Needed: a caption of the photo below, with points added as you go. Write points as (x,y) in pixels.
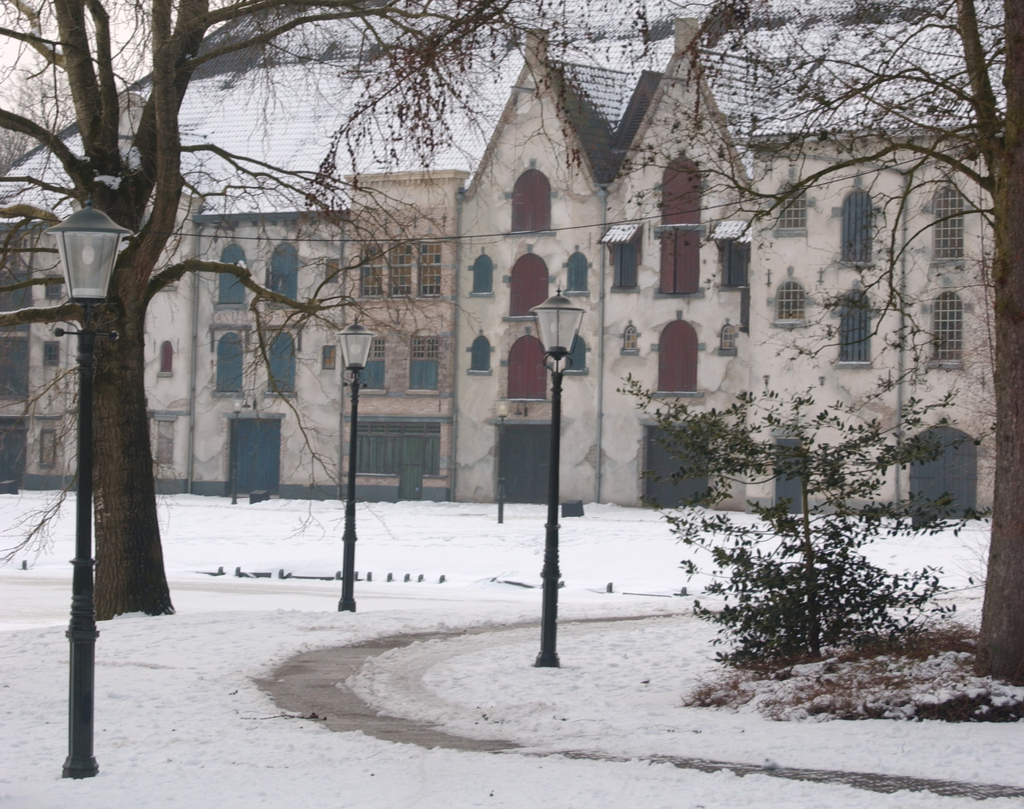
In this image I see number of buildings (5,172), trees (1020,279) and I see a plant (719,549) over here and I see 3 light poles (358,385) and I see the snow (368,529) on the path (516,627).
